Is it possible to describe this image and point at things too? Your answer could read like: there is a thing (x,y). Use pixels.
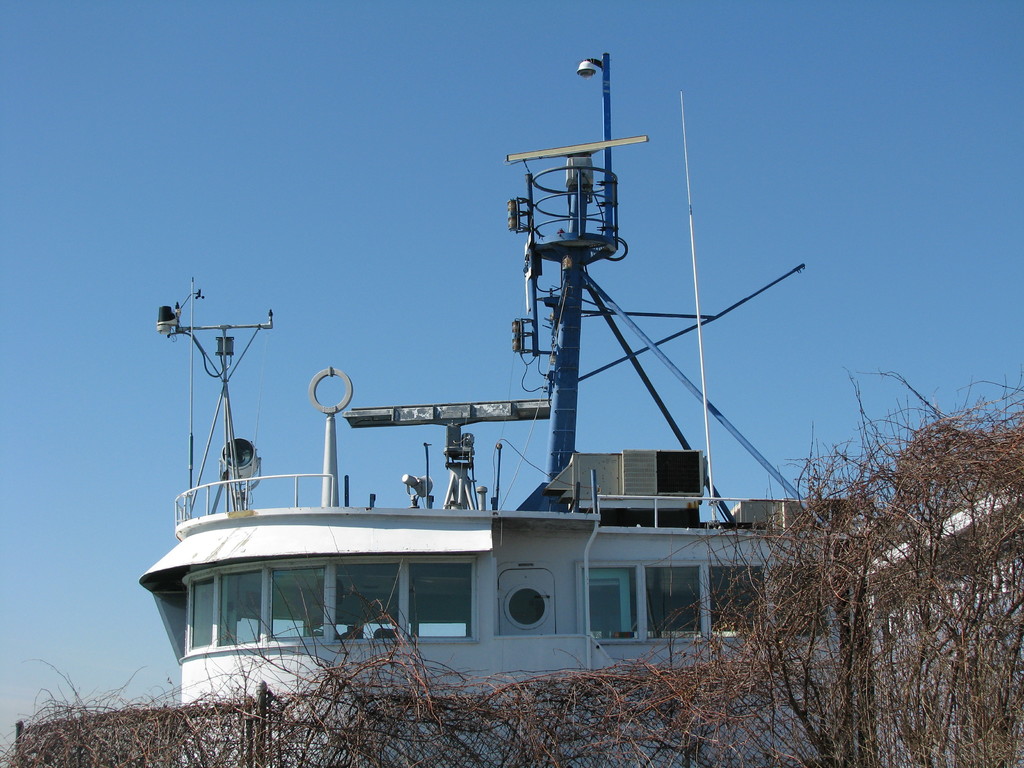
In this picture I can see there is a ship (546,380) and it has few masts (566,170), there are glass windows (346,574) and there is a fence (776,762) it has twigs (842,622) and the sky (13,452) is clear.
